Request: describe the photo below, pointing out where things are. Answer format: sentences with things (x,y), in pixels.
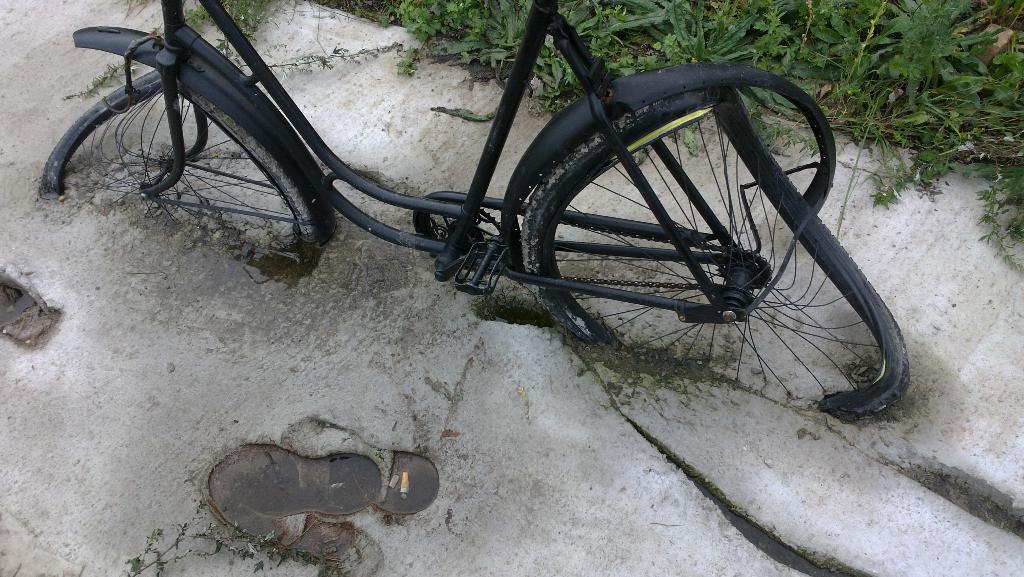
In the picture we can see a white color mud path (219,396) which is very wet and in it we can see a bicycle (499,146), which is dipped till the tire (787,219) and they are spoiled and the bicycle (803,221) is black in color and besides we can see some plant saplings (835,51) to the path (864,232).
